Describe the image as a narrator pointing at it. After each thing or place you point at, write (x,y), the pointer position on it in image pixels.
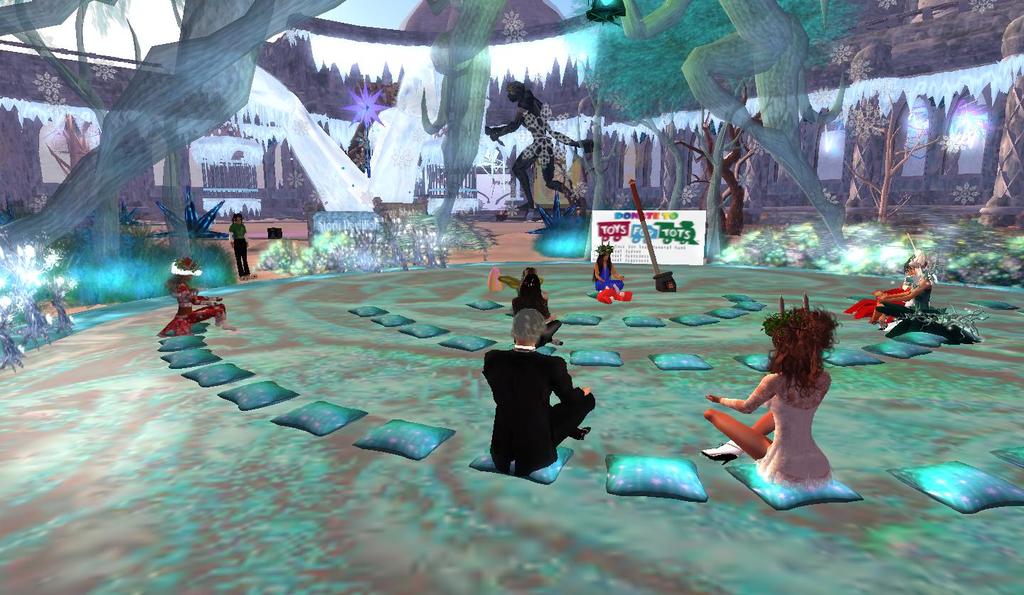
This is an animated image. In this image, we can see there are persons (203,313) sitting, there is a banner (680,241), there is a person (236,245) standing, there are plants (416,257), trees (595,133), statues (524,114) and there are clouds (383,7) in the sky (361,18).
